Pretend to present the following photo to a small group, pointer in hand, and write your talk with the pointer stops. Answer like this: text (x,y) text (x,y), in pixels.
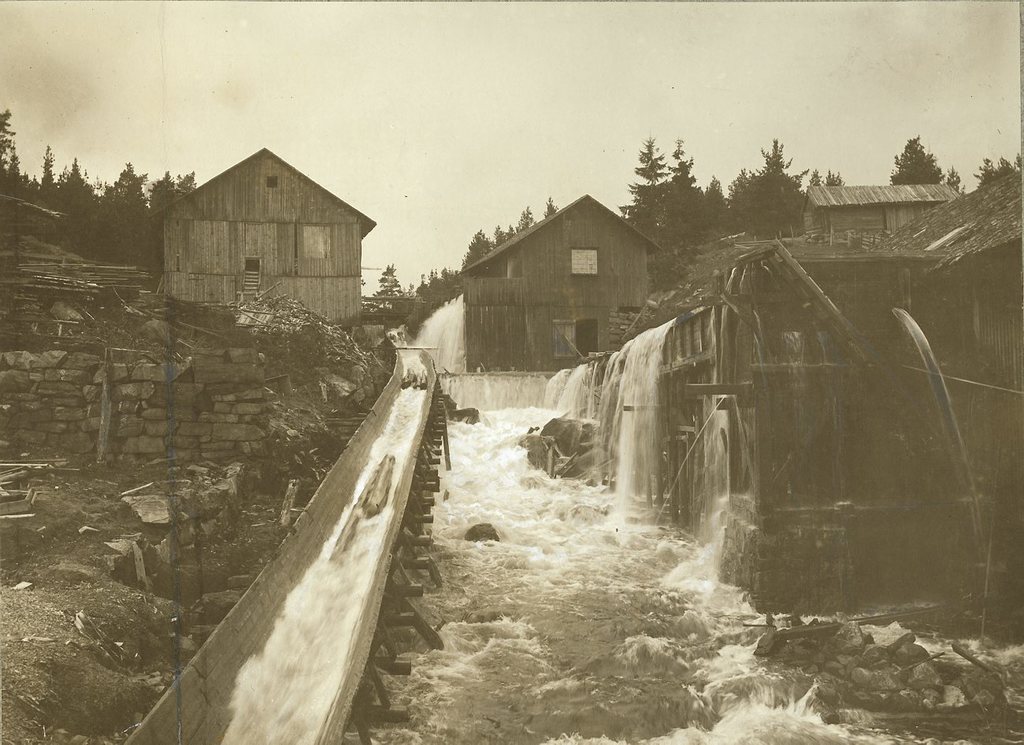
In this image I can see there are wooden buildings (948,201) and there is water (478,504) flowing in between them and there are trees (86,192) in the backdrop (91,205). The sky (478,95) is clear and the image is an old image.
